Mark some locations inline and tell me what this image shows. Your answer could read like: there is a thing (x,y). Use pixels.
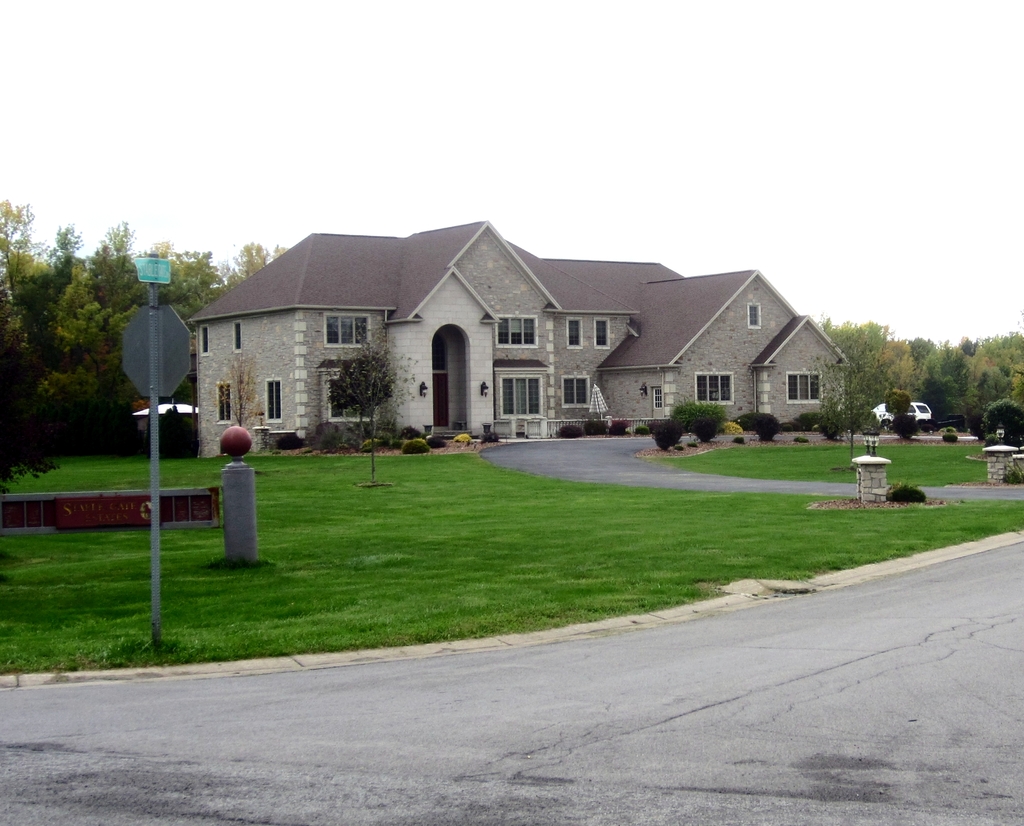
In this image we can see a house (586,281) with roof (590,293) and windows (608,332). We can also see some grass (464,482), a car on the ground (789,432), some plants (754,424), a signboard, poles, a board (213,508) with some text (72,502) on it, a group of trees (90,411), the pathway (830,718) and the sky (709,242) which looks cloudy.
